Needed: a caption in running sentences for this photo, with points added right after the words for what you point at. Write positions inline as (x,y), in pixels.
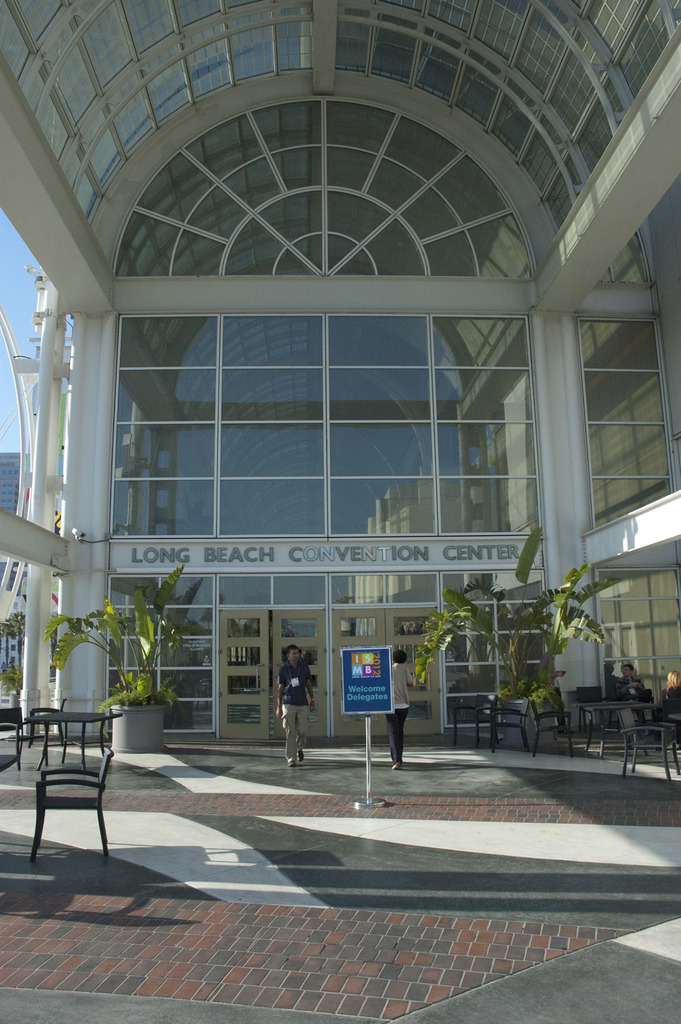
In this picture we can see huge building (213,403) and at entrance (293,641) of building (303,646) we can see man (283,695) walking and here is flower pot (139,709) with plant (125,705), table (87,737), chair (65,799) and one more person (402,719) is walking inside the building (414,694) and it is a floor (273,891).
